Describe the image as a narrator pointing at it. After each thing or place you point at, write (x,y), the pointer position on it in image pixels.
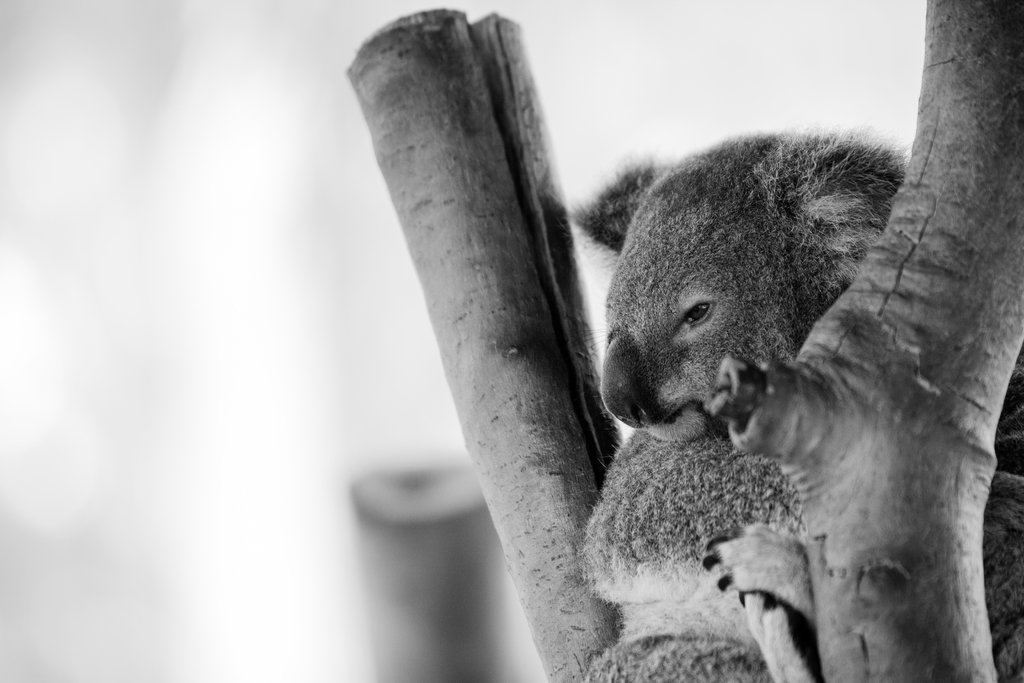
This is the picture of a black and white image and we can see an animal (736,566) and the tree branches (527,350) and in the background (226,117) the image is blurred.
